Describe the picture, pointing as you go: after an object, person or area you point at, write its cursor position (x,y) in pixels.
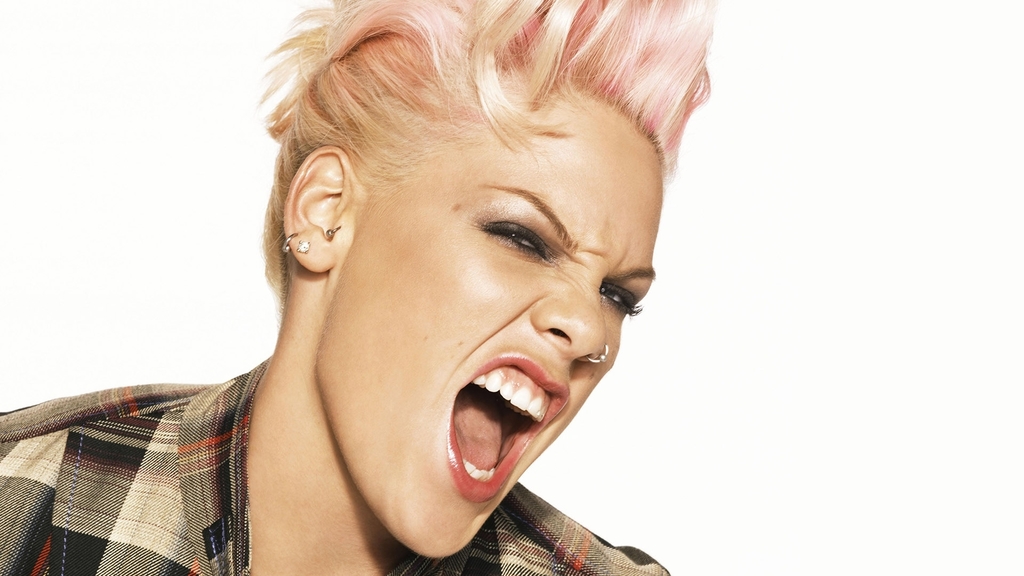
In this picture there is a woman (424,226) who is wearing shirt (474,546), nose ring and earring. In the back (697,413) I can see the brightness.
